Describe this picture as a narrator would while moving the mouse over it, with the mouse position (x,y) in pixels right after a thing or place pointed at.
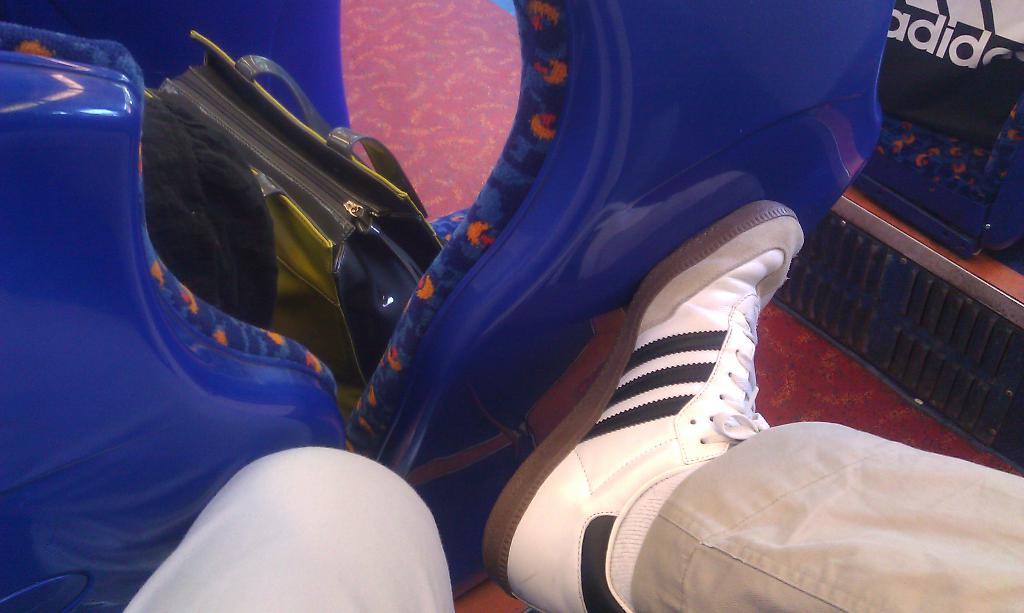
In this image we can see some person's leg (803,499) and that person (774,512) is wearing the shoe (616,514). We can also see the bag (308,173), seats (469,290), path (851,368) and also some other objects (922,16).
